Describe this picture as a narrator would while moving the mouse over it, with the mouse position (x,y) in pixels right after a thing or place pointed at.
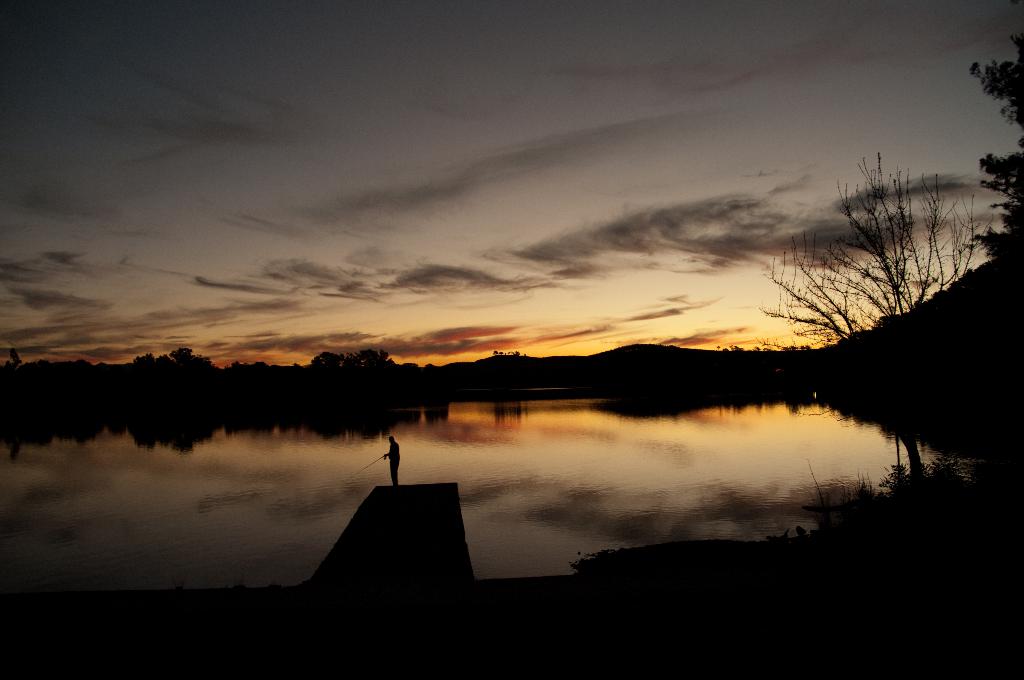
As we can see in the image there is a person (398,458), water (186,472), trees (774,310), sky (768,279) and clouds (480,269). The image is little dark.
